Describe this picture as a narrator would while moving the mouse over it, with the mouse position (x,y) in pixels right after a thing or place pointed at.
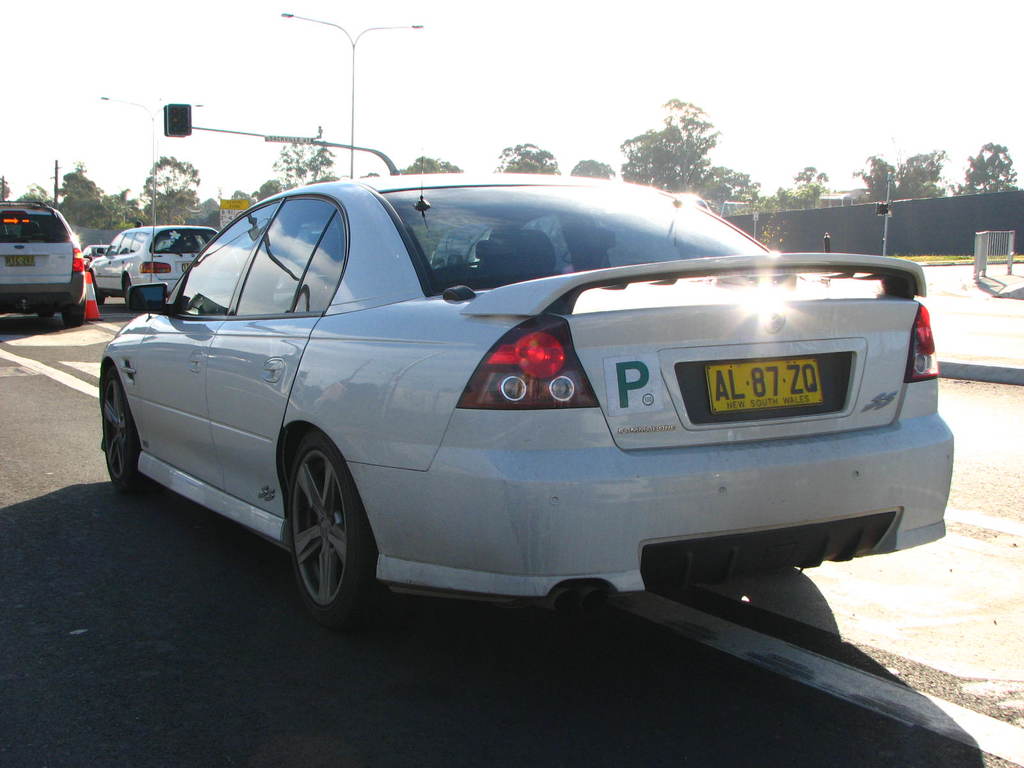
In this image, there are some cars (147,291) on the road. There are some trees (671,167) and poles (395,170) in middle of the image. There is a sky (490,33) at the top of the image (491,19).
